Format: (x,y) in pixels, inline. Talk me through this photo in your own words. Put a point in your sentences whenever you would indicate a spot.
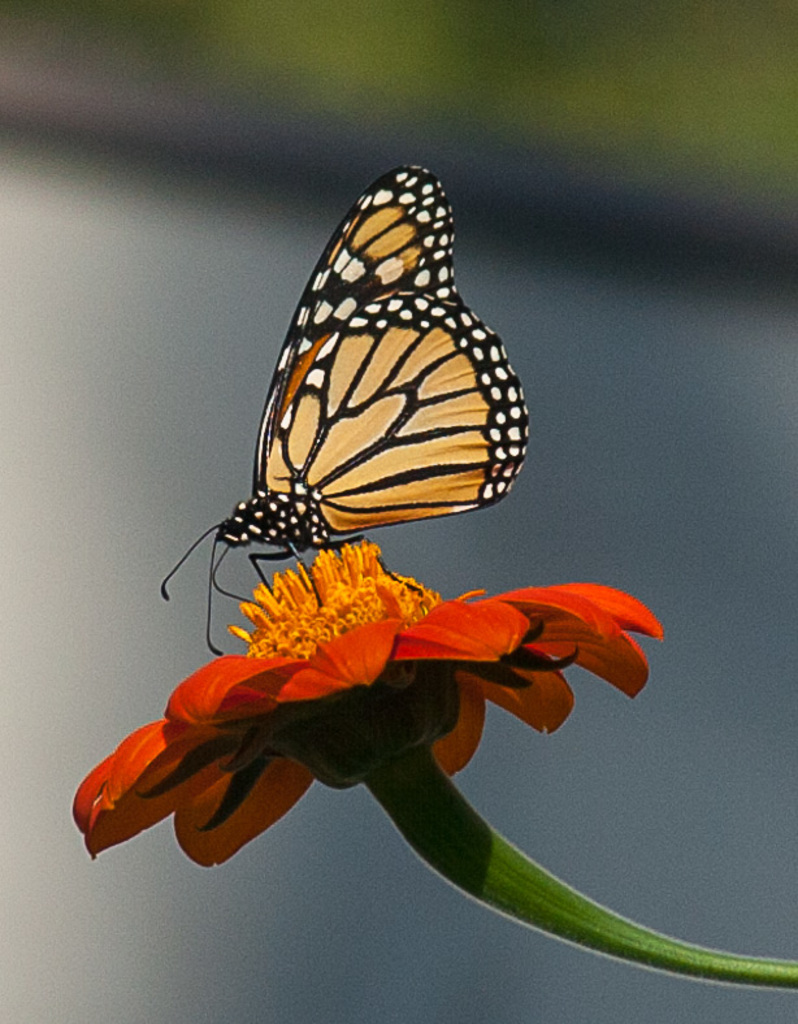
In this image we can see a butterfly (363,525) on a flower (309,642), and the background (407,69) is blurred.
